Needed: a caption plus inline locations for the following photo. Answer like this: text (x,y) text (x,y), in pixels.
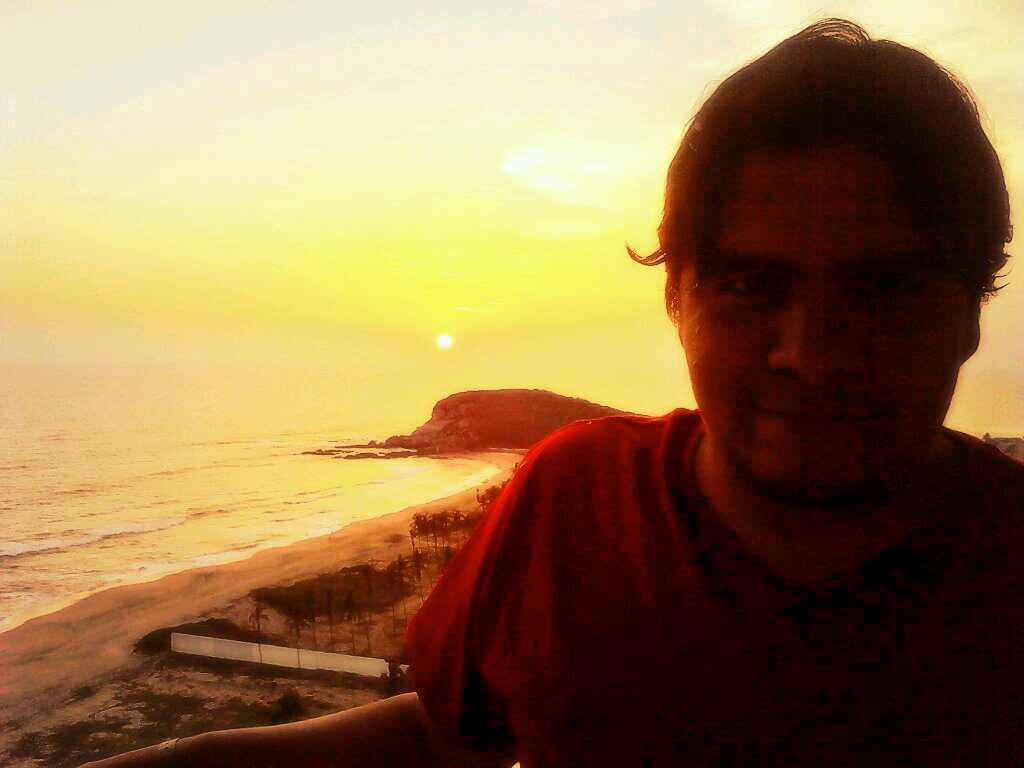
In this image we can see a man (710,467). In the background (271,430) we can see sky (385,250), sun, hill (443,416), sea (271,518) and trees (252,619) on the sea shore (211,577).
